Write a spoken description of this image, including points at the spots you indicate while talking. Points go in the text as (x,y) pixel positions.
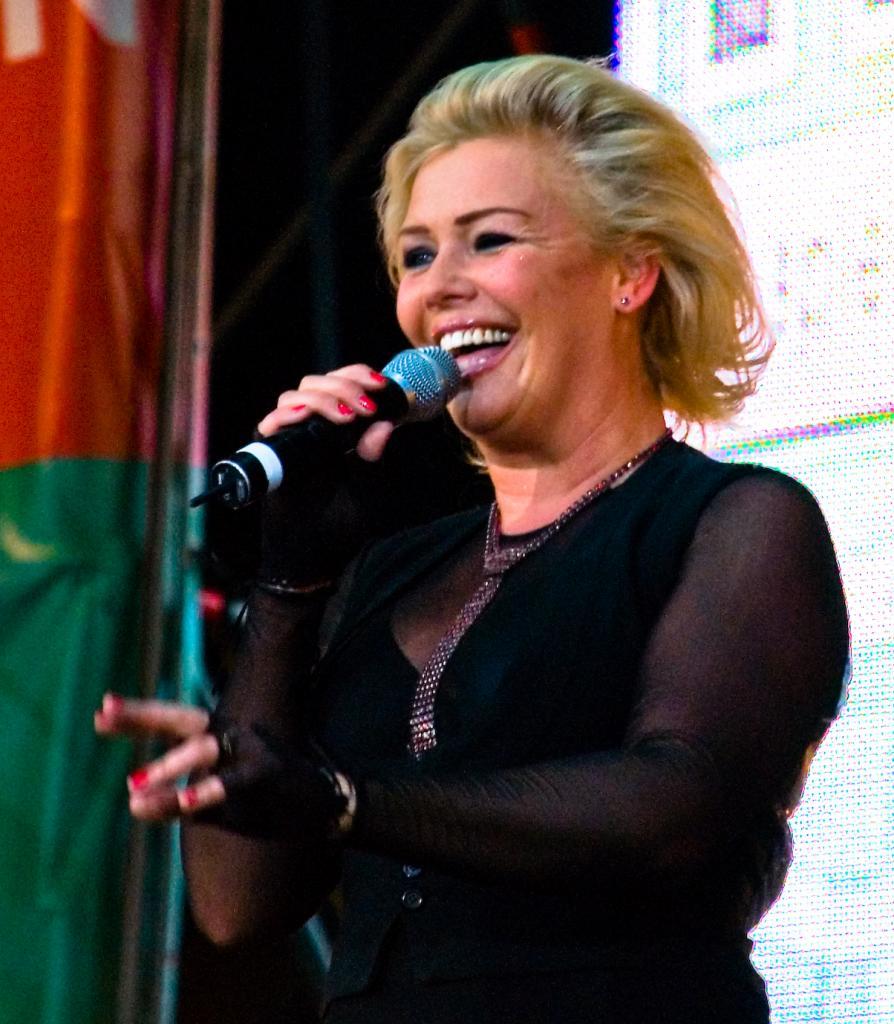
In this Picture we can see that a woman (664,597) wearing a black dress (513,608) and singing in the microphone (367,416) and smiling towards the side, on the left side (81,131) we can see big orange and green color banner (67,713) and behind we can see led light board (842,397).
